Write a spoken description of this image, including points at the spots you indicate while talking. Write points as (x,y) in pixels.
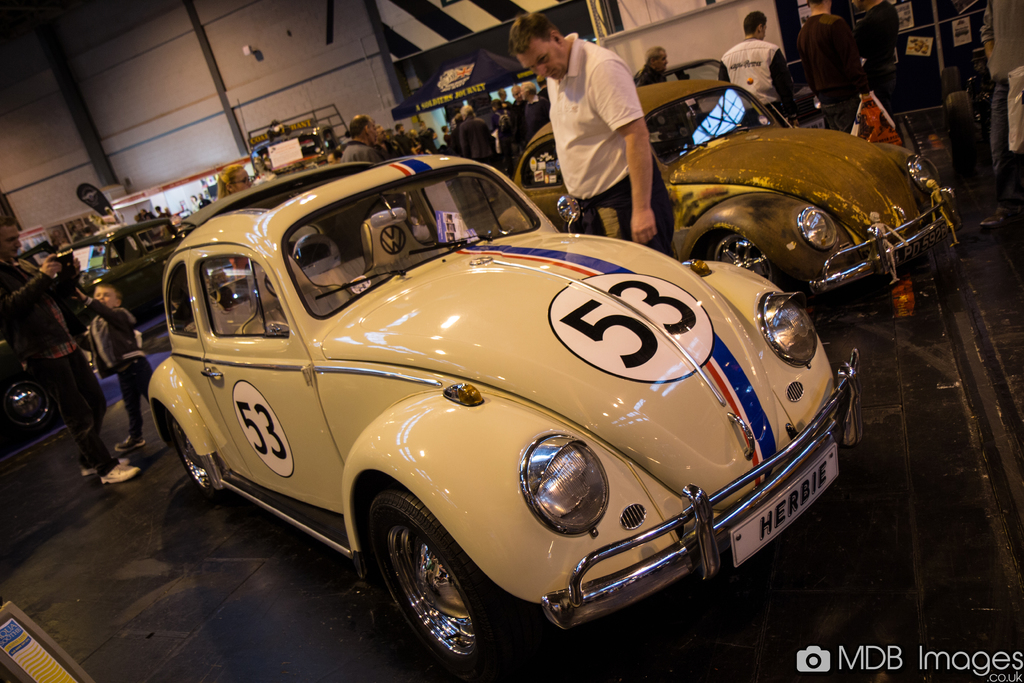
This is an inside view. Here I can see many cars (449,313) and people (661,218) on the floor (169,551). In the background (233,126) there are few posters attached to the wall (224,72) and also I can see few poles (89,126). In the bottom right-hand corner (867,652) there is some text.
